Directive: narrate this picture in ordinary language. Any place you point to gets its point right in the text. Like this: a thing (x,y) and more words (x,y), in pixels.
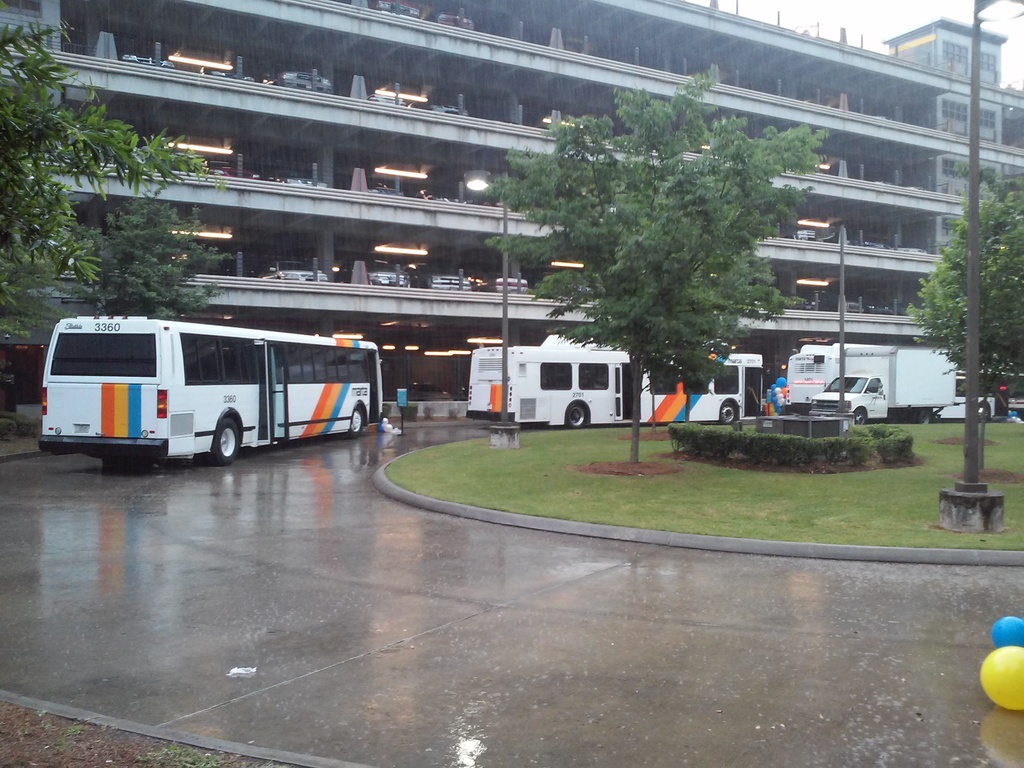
We can see balloons (1008,687) on the road (536,683), grass (818,509), lights (1000,5) on poles (505,403), plants (671,447) and trees (636,447). In the background (876,301) we can see vehicles (321,79), balloons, building (528,303), lights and sky (794,12).
